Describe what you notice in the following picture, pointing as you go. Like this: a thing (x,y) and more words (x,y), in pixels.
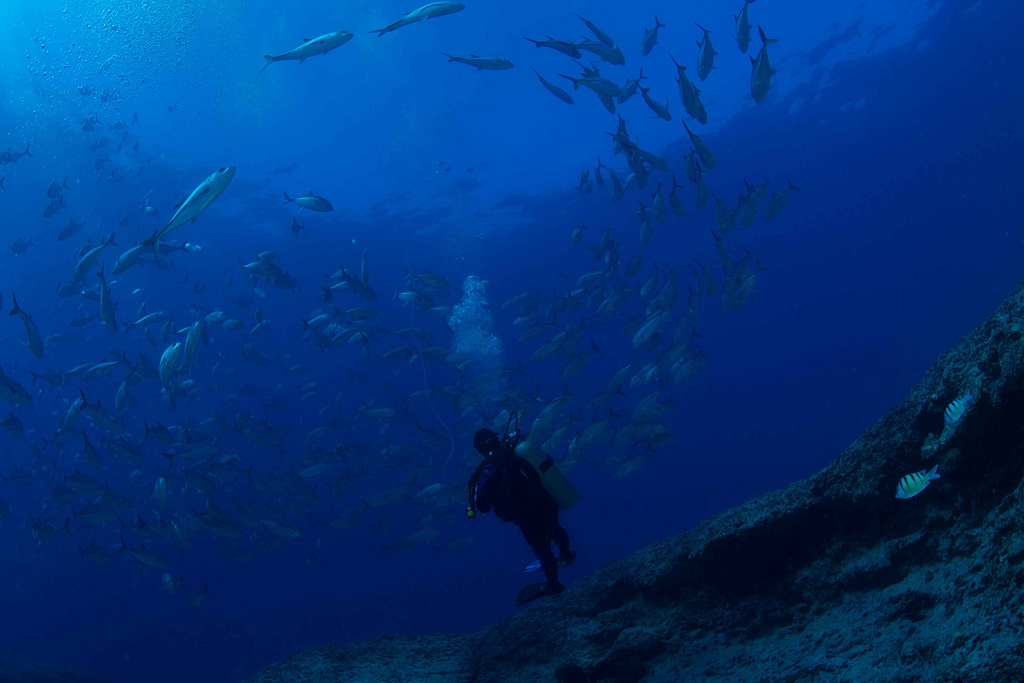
In this image we can see there is a man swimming in the water (497,344) and carrying oxygen cylinder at the back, there are many fishes (330,47) in the water (346,227).
